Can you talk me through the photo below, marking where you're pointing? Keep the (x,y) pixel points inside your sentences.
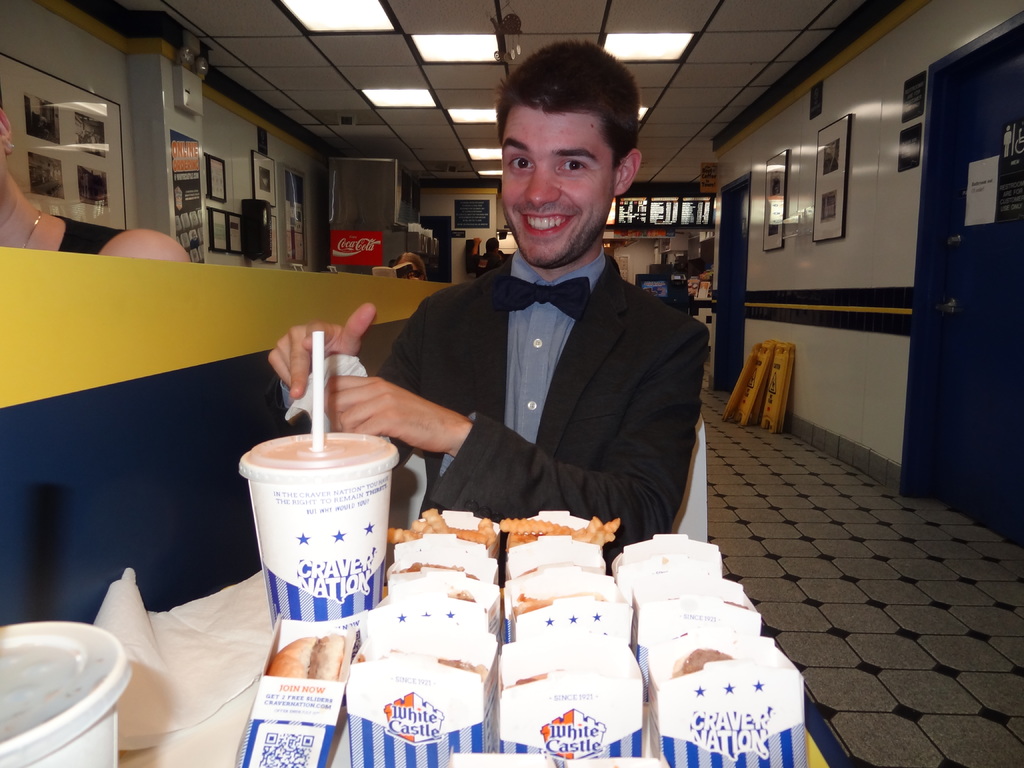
In this image I can see four people (522,232). The person (538,238) who is sitting in the center of the image (644,291) is having a table (815,760) in front of him with so many food wrappers (765,649) and beverages (62,679). I can see a door (981,235) on the right side of the image (828,211) I can see wall paintings (819,220). I can see some other objects (705,275) behind the person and on the left side of the image (189,207) I can see wall posters (273,222) with some text (197,196) and other objects (256,220). At the top of the image (489,21) I can see a false ceiling (528,47).
